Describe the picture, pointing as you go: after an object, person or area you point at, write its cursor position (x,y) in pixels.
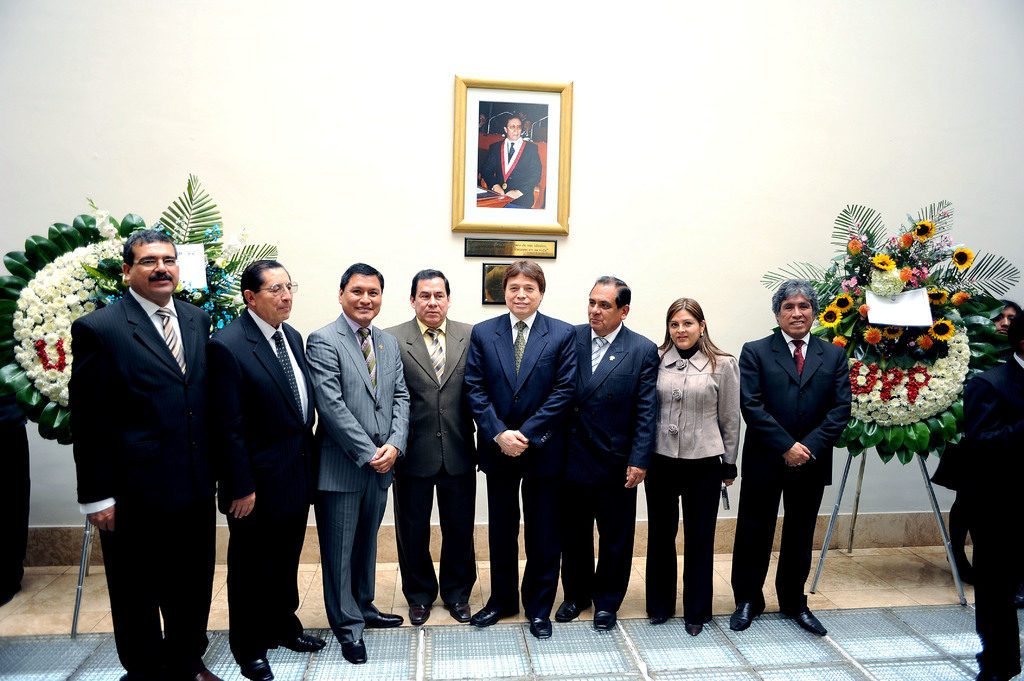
Here we can see seven men (250,480) and a woman (694,436) are standing on the floor (378,658). In the background (68,320) there are two flower bouquets (56,319) on the stands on the floor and a frame (519,114) and boards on the wall (975,185). On the right (1007,444) we can see two persons (982,425).
